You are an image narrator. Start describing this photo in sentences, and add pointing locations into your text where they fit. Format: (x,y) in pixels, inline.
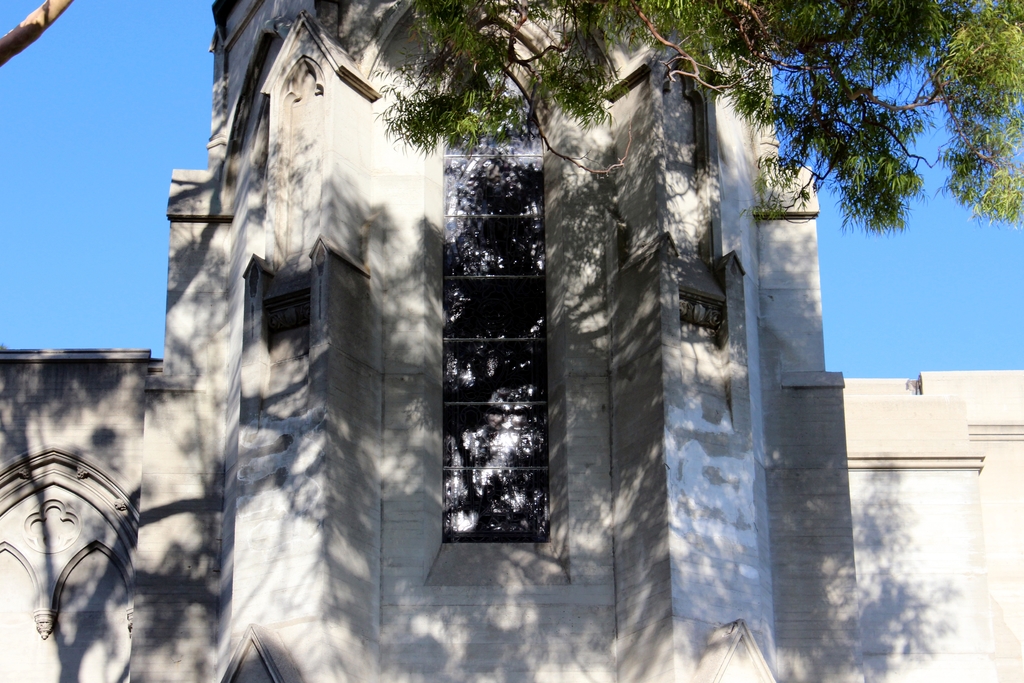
As we can see in the image there is a white color building (341,410) and tree (671,13). On the top (133,92) there is blue sky (96,163).
